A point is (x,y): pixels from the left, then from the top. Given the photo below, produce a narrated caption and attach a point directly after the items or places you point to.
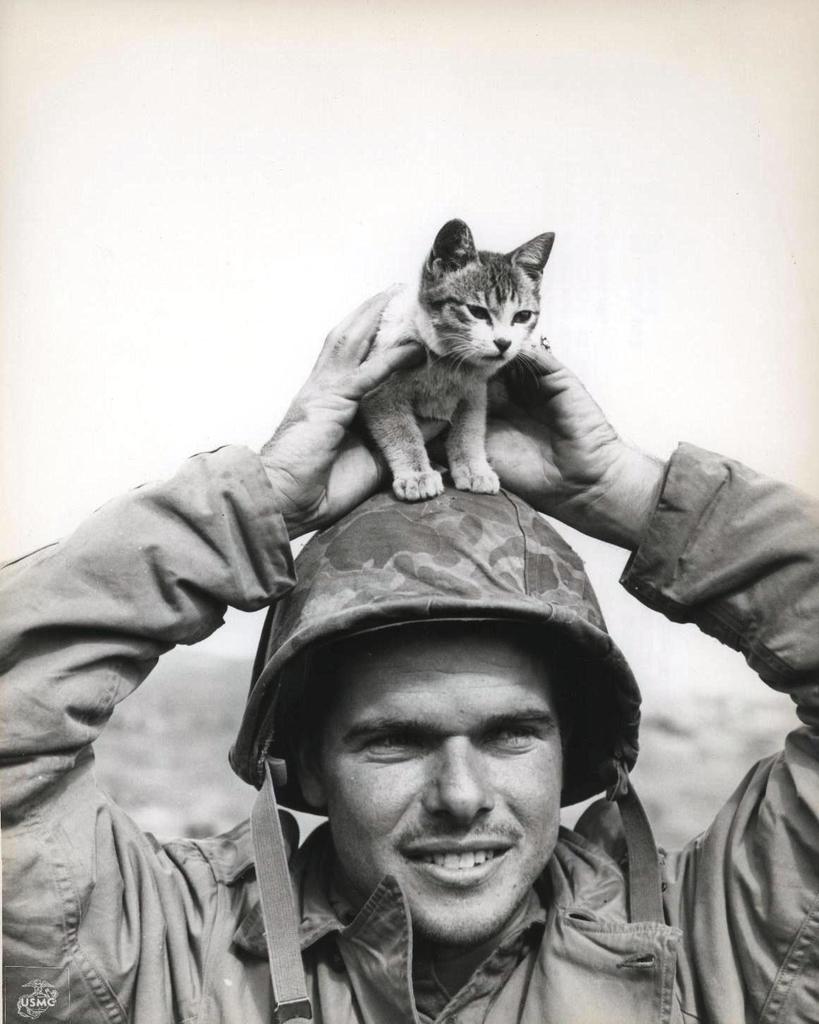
In this image I can see a person (458,797) wearing the army uniform (567,943) and the hat (453,577) is holding a cat (431,477) in his head (441,790). In the background (344,282) i can see the sky (238,172) and the ground (188,740).
